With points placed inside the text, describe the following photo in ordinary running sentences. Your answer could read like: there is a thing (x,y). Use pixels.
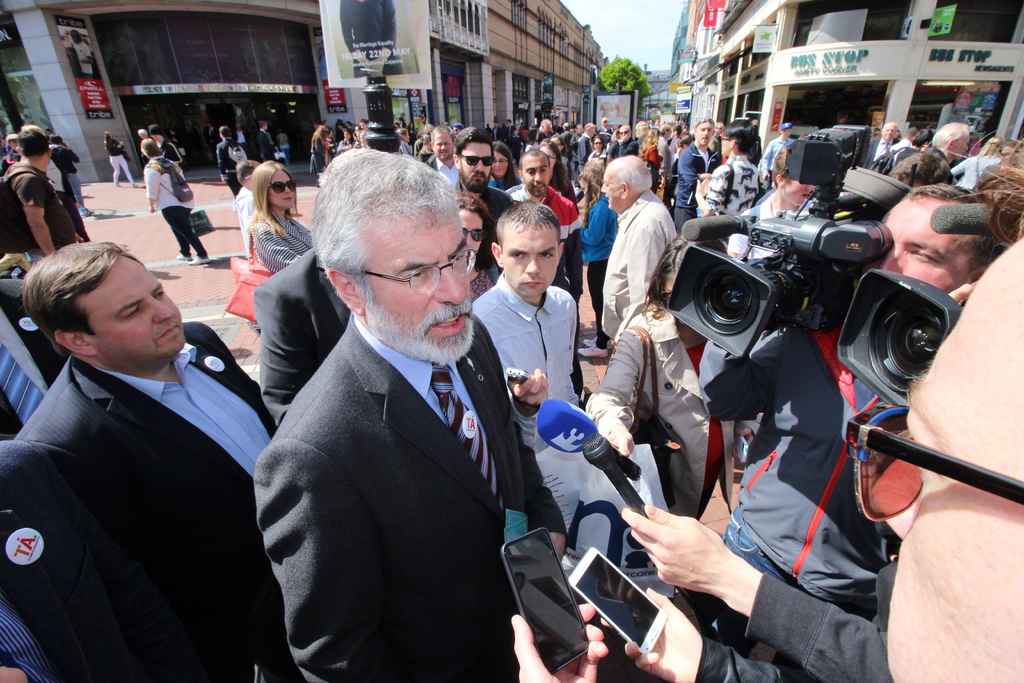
In the picture we can see some media people (554,343) are taking an interview of a man (403,365) holding the microphones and cameras (891,369) and a man (309,644) is in blazer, tie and shirt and behind him we can see two other men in the blazers (20,306) and beside them, we can see some people (626,151) are standing and behind them we can see the buildings (573,32), tree (619,90) and a part of the sky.
